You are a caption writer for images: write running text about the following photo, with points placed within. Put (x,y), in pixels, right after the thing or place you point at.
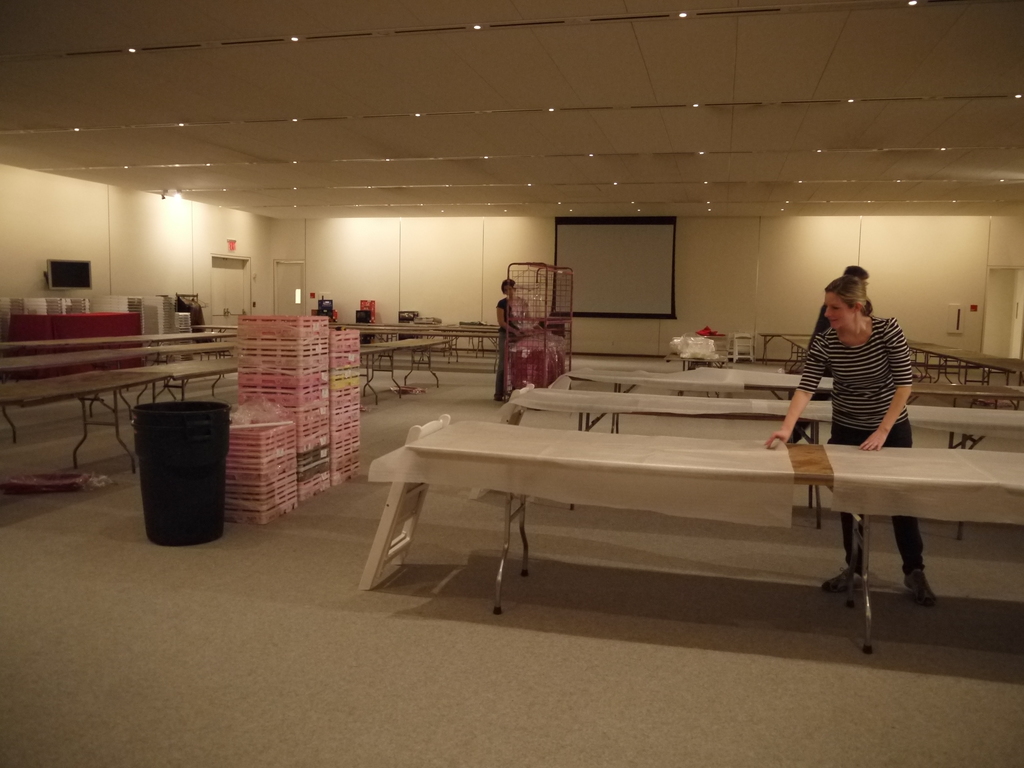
In the picture we can find tables (779,381) and a woman (816,367) standing and working on the table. In the background (45,258) we can find some racks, wall (937,305) and in the ceiling (501,169) we can find some lights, just beside the table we can find some baskets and tub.
